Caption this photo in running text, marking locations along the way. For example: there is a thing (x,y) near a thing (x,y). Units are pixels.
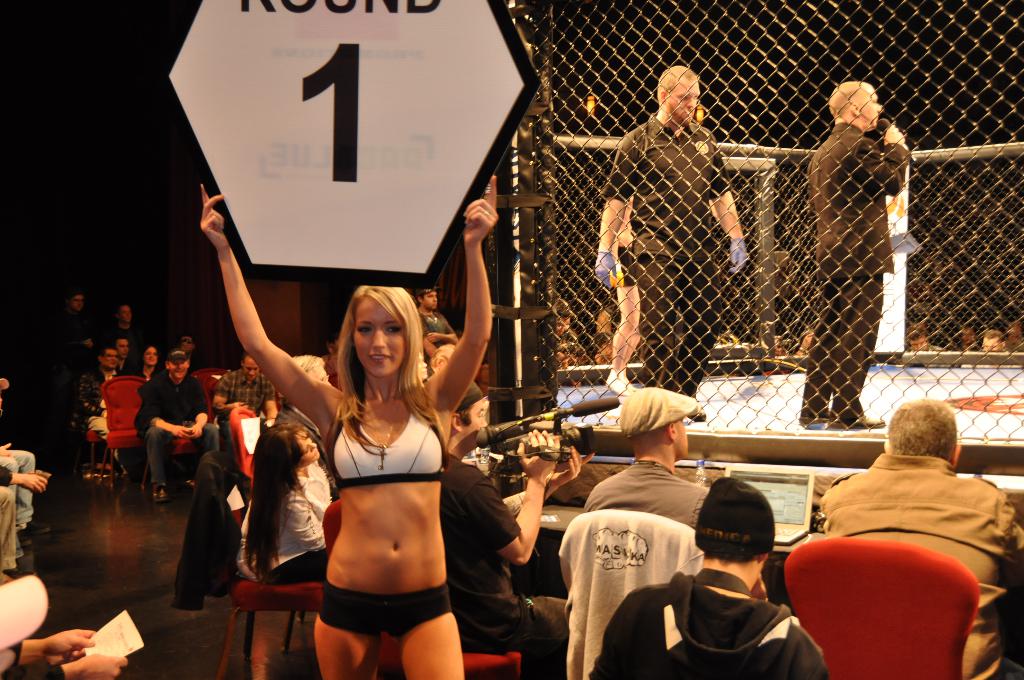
In the center of the image (359,423), we can see a lady (323,415) holding a board (342,177) in her hands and in the background (252,502), we can see people (473,552) sitting on the chairs (617,600). On the right (787,285), we can see a mesh (755,202) and through the mesh (800,265) we can see two people (814,351) standing and one of them is holding a mic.
